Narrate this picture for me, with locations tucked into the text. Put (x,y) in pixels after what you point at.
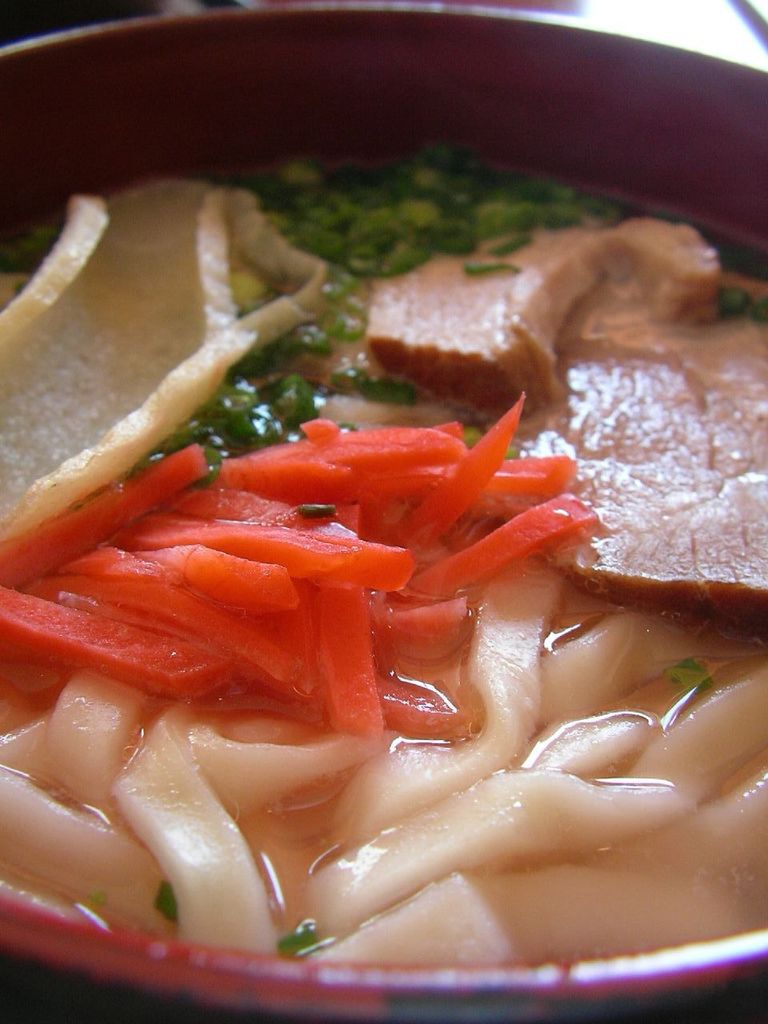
In this picture I can observe some food (277,281) placed in the maroon color bowl (97,121). I can observe some red ginger pieces (325,590) in the bowl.
